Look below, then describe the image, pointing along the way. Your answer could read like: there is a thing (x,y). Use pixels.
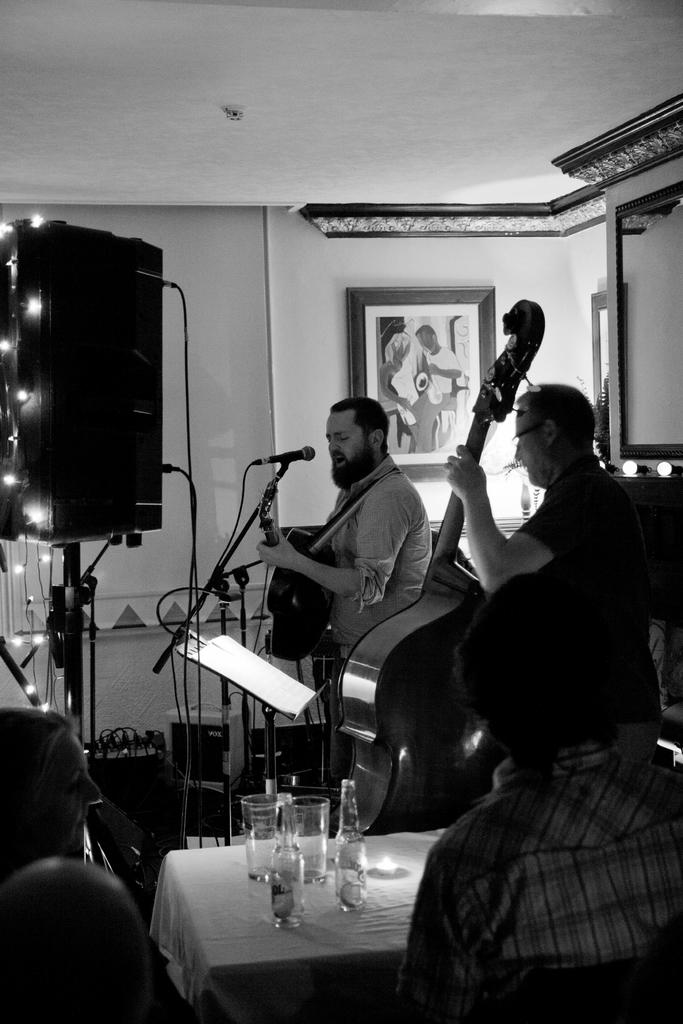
In the image we can see there are people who are standing and holding double bass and guitar (278,577) in their hand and the person (481,903) is sitting on the chair (510,1009) and on table (206,859) there are bottle (353,876) and glasses (243,811) and in front of the man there is a speaker (89,445) and the image is in black and white colour.
